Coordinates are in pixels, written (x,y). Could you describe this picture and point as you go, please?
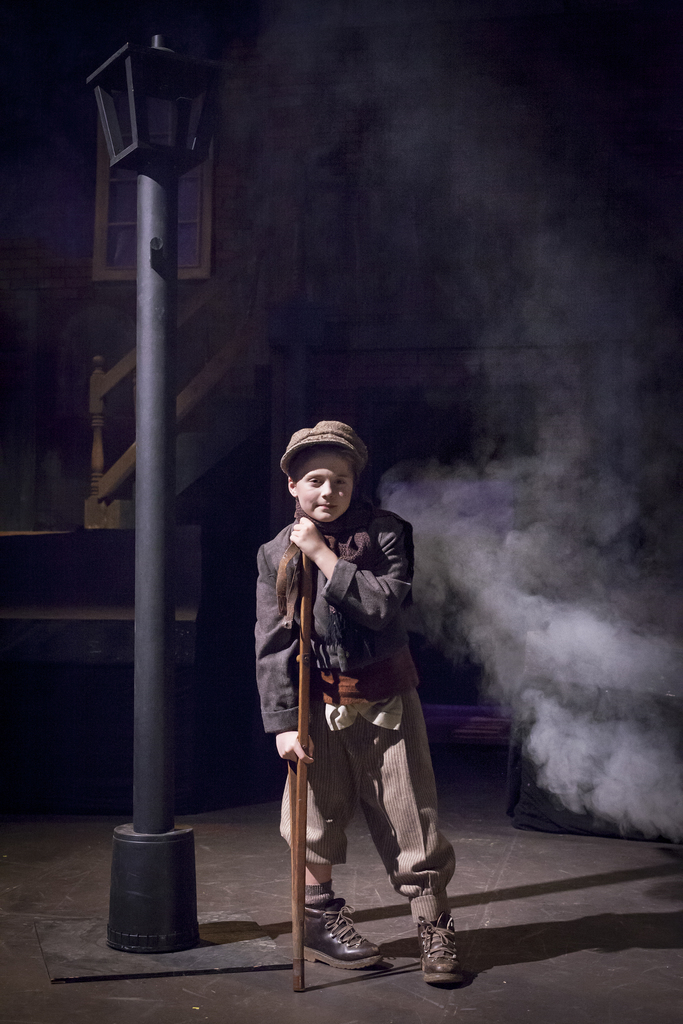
In this image we can see a child (395,793) standing on the ground (485,955) holding a stick (301,858). We can also see a street lamp (147,780) to a pole (152,202) and a building (225,289) with windows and stairs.
